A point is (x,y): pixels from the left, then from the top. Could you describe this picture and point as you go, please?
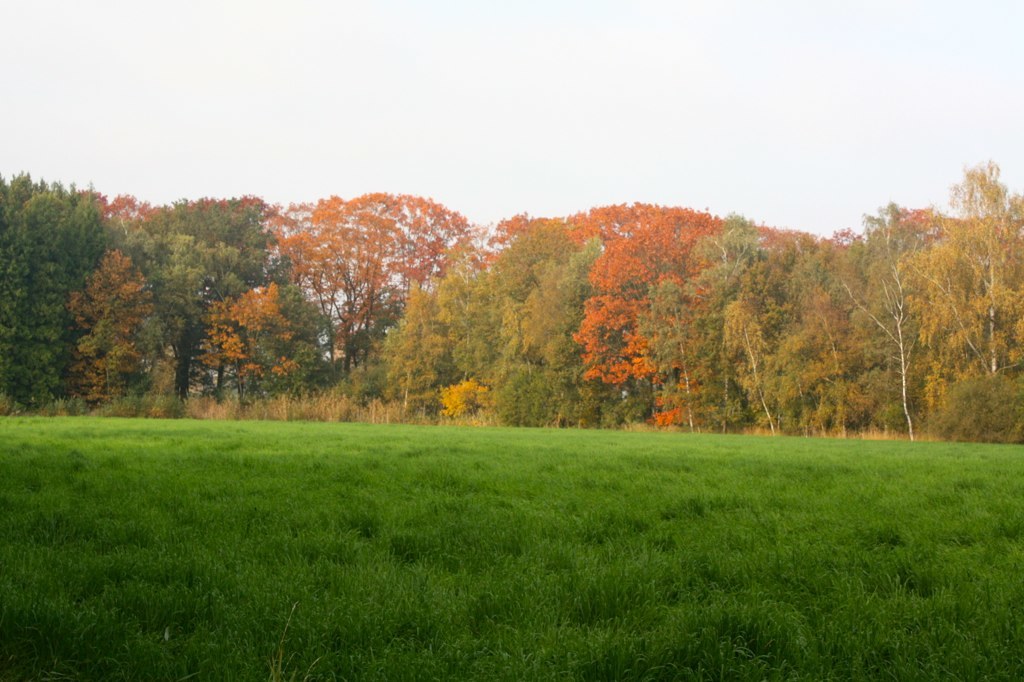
In this picture there is grassland (754,470) at the bottom side of the image (672,468) and there are trees (654,289) in the center of the image (539,288).
